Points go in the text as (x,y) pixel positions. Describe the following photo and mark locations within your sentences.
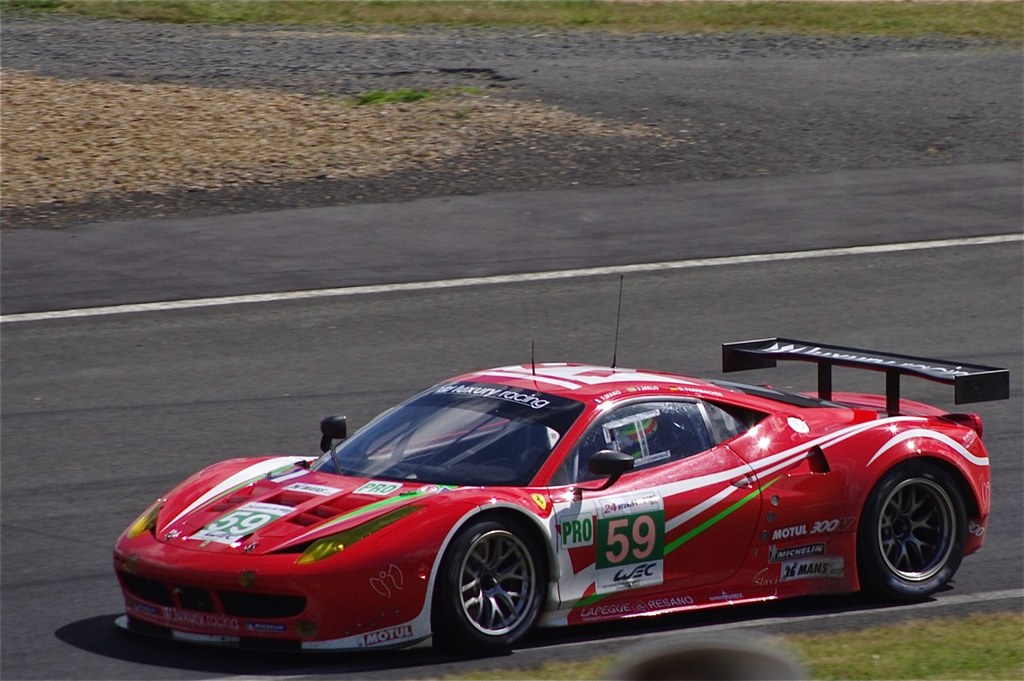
There is a red color vehicle (793,549) on the road (457,310) on which, there is a white color line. Beside road (873,613), there's grass (910,650) on the ground (764,93). In the background (870,32), there is grass (588,10) on the ground (729,9).
